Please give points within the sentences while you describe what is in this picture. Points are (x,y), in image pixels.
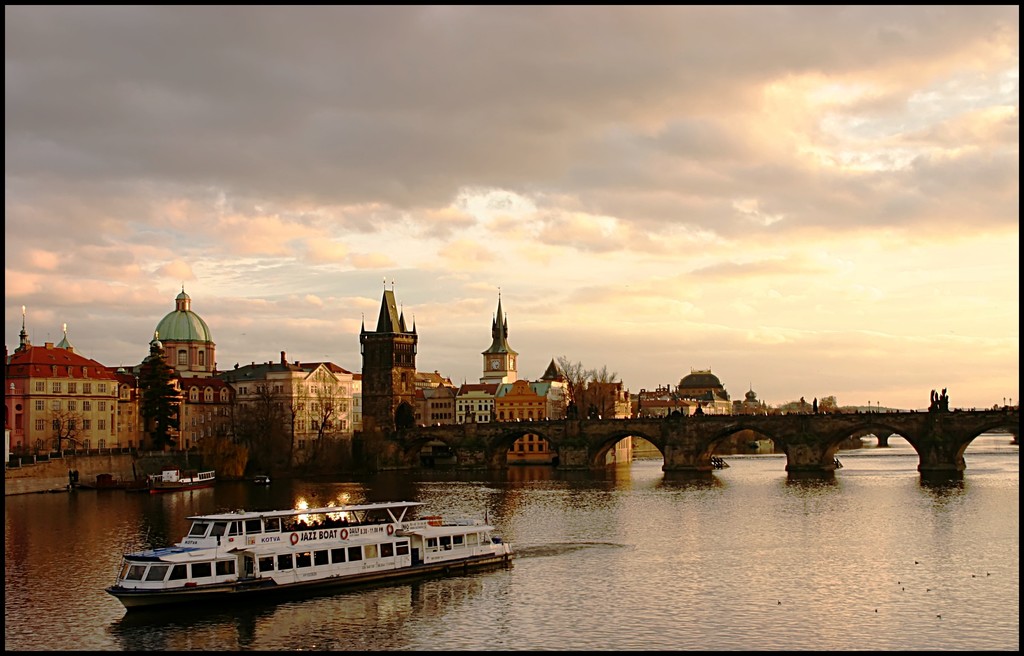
In this image on the water body (641,464) there are ships (195,529), boats (188,481). Here there is a bridge (550,426). In the background (395,423) there are buildings (181,408), trees (65,422). The sky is cloudy.
